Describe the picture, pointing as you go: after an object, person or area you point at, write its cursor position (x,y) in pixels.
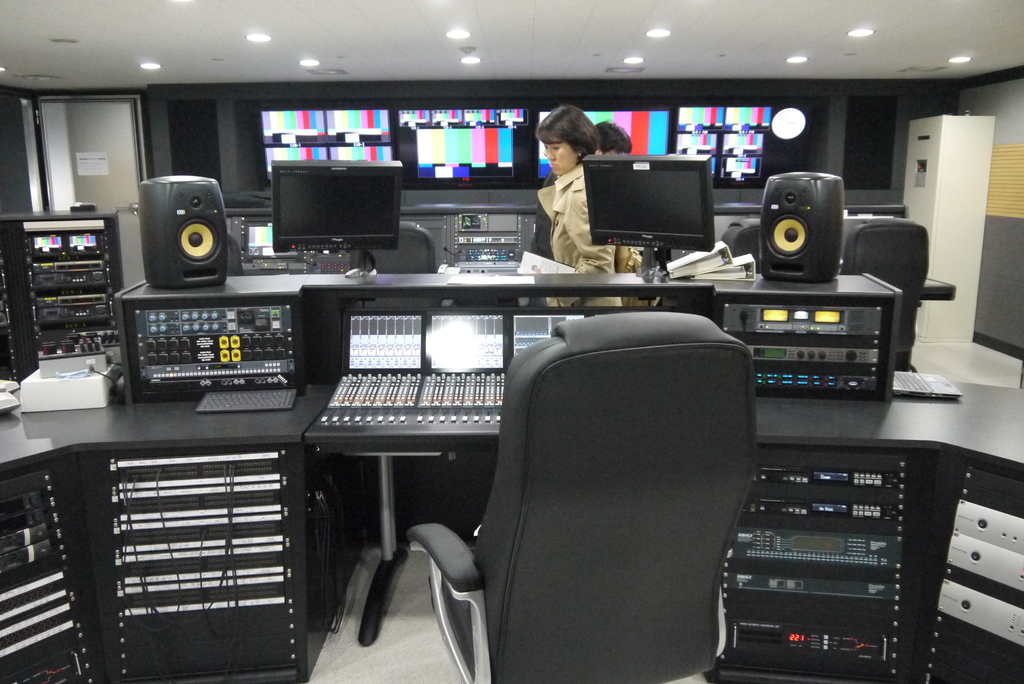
In this image we can see a control room (437,241). In the room (186,146) we can see chair (502,484), speakers (188,210), display screens (369,193), electric lights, electric equipment (383,353), doors (81,146) and lights (153,64) attached to the roof (581,53).
